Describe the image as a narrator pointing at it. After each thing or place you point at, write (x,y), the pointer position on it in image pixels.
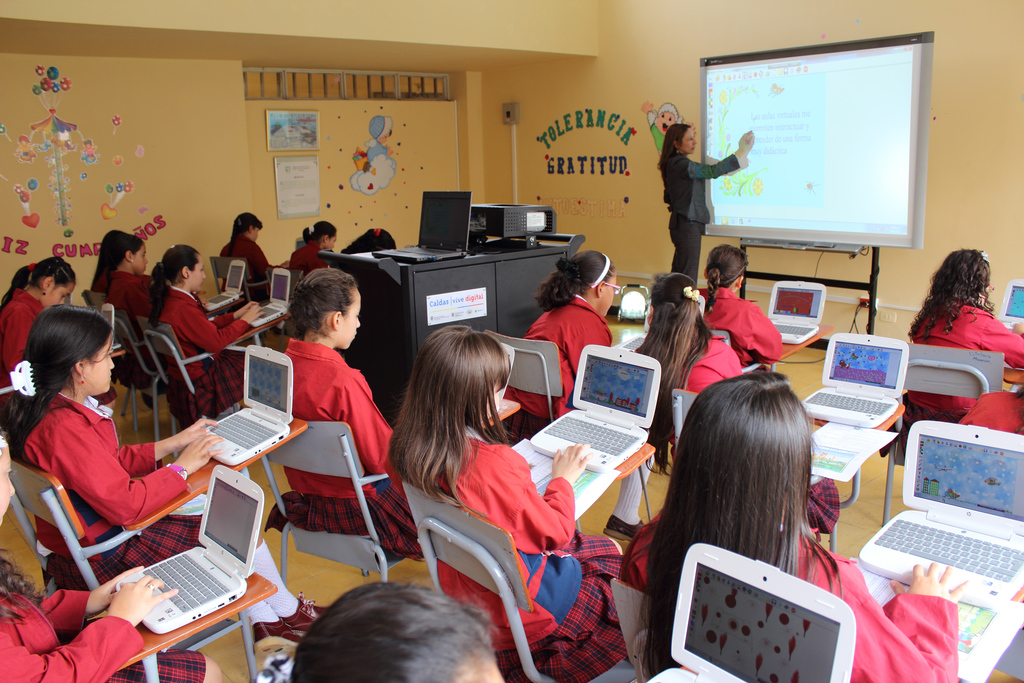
In the background (330,149) we can see the wall (349,148), there are boards (299,149) and stickers (51,149) on the wall (531,176). On the right side of the picture (693,136) we can see a woman (676,129) standing near to a screen (844,106) and explaining. In this picture we can see students (100,575) sitting on the chairs (218,267) wearing uniform (81,603) and we can see laptops (756,642). We can see a black table (538,276) and on it there is a laptop (424,260) and a device (513,225).
